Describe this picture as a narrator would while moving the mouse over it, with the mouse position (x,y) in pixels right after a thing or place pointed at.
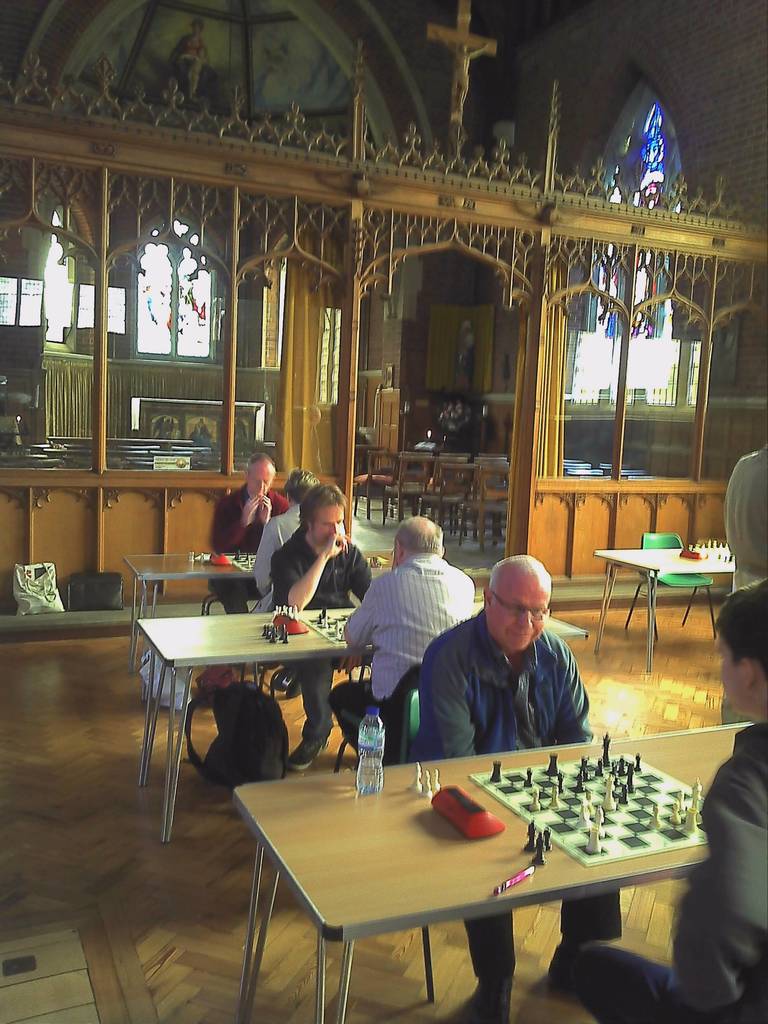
This is a picture taken in a church (524,445), there are group of people (465,664) are playing the chess (591,804) on a table (356,851). The people (314,532) are sitting on a chairs (419,715). In front of them there is a table (173,555). In front the man (502,693) in blue shirt (487,699) there is a table (378,829), on the table (380,801) there is a bottle (369,766) and a pen (526,875). Background of people (426,694) there is a glass window (176,357) and cross symbol (457,65).
